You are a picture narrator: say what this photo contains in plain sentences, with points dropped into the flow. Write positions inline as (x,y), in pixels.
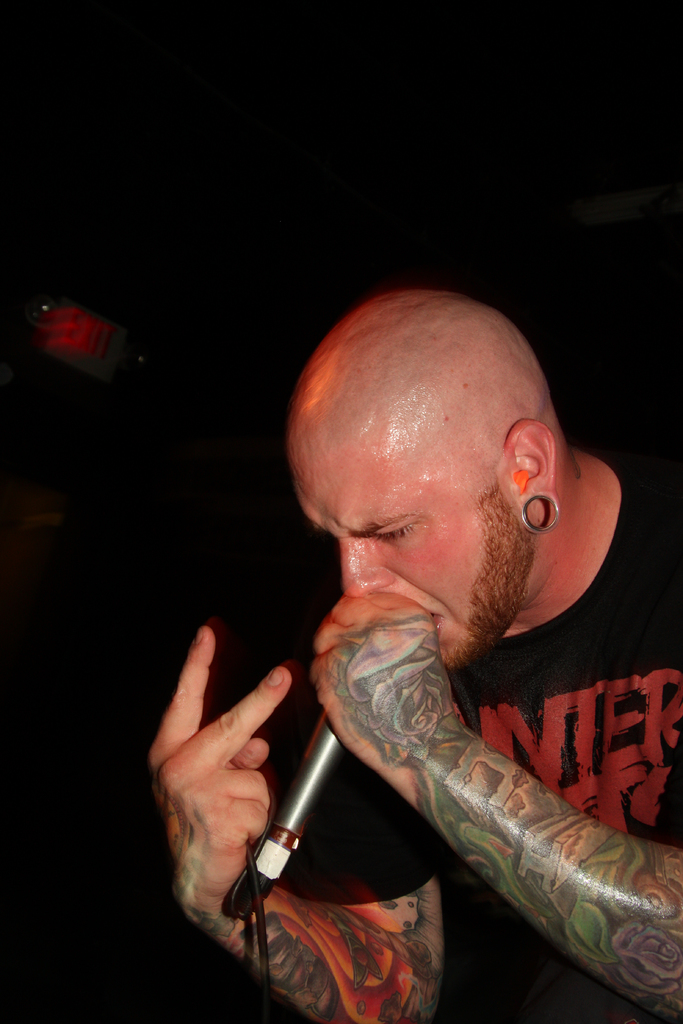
In this picture I can see a man (374,739) singing with the help of a microphone (324,777) and I can see a dark background (447,122).
